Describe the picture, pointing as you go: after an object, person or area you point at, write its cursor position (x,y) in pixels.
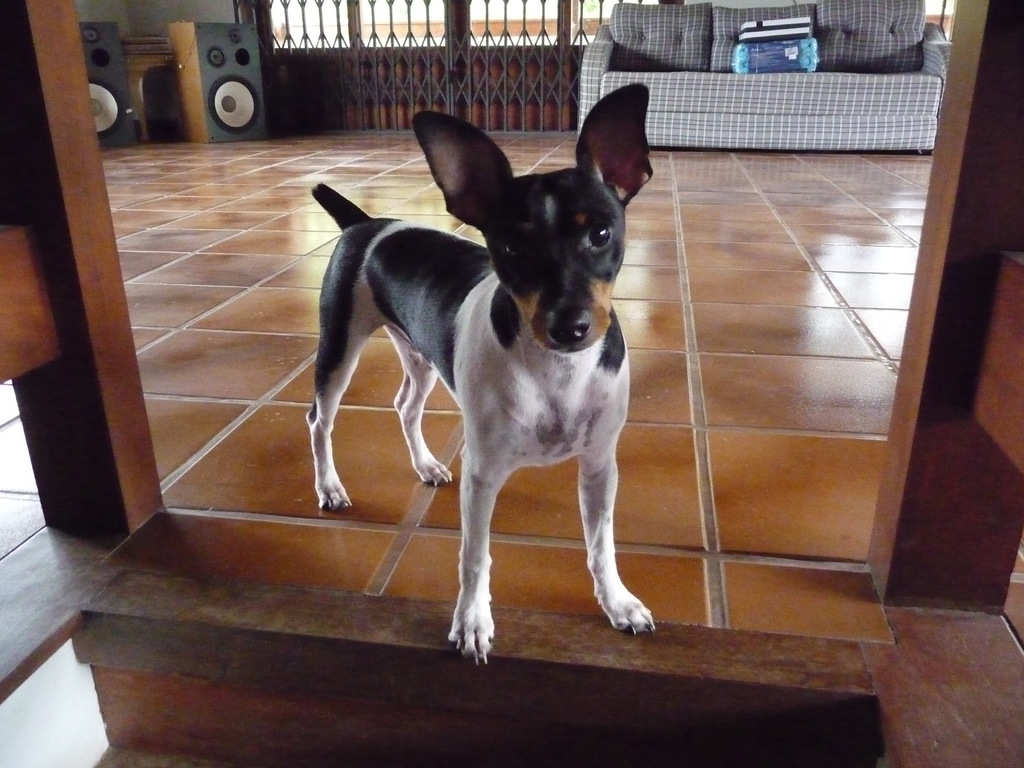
This image is taken indoors. At the bottom of the image (556,590) there is a floor (404,578). In the background (434,60) there is a door (339,73) and there are a few grills (428,49). There are two speaker boxes (102,72) on the floor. In the middle of the image (547,299) there is a dog (565,341) on the floor (622,293) and there is a couch (772,82). On the left (56,271) and right sides of the image there are two pillars (961,247).
